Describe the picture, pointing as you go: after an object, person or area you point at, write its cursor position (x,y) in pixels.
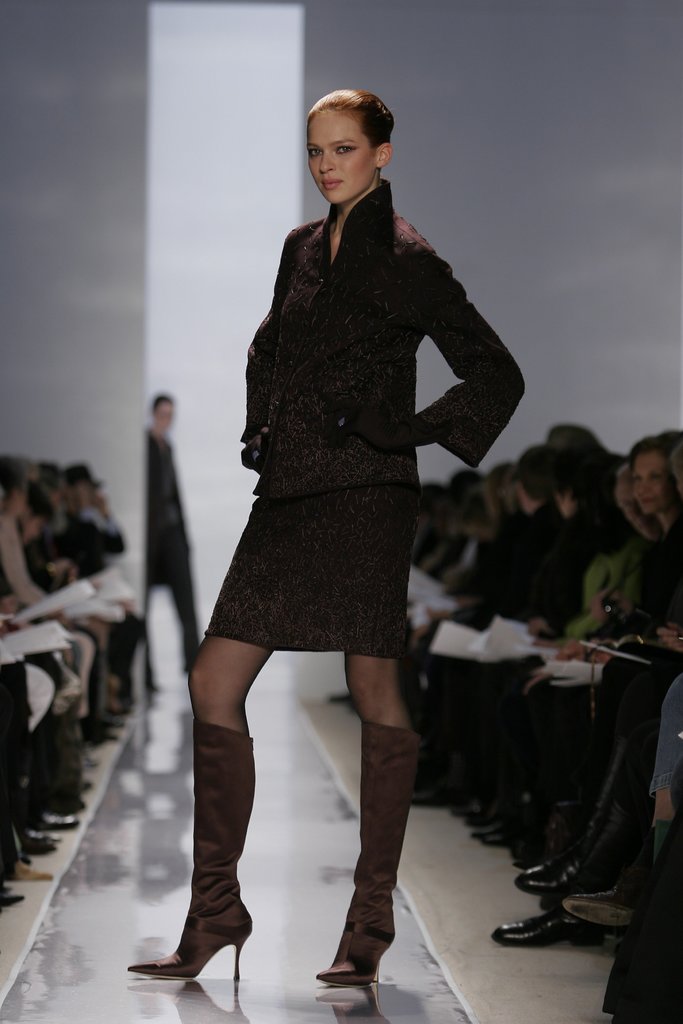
In this image we can see one woman (330,548) in black dress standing on the floor (135,881), one man (176,578) walking, some people (608,703) sitting on the right (569,710) and left side of the image (95,745). There are some people (457,569) holding objects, it looks like a wall (190,65) in the background (50,122) and the background (608,193) is blurred.
